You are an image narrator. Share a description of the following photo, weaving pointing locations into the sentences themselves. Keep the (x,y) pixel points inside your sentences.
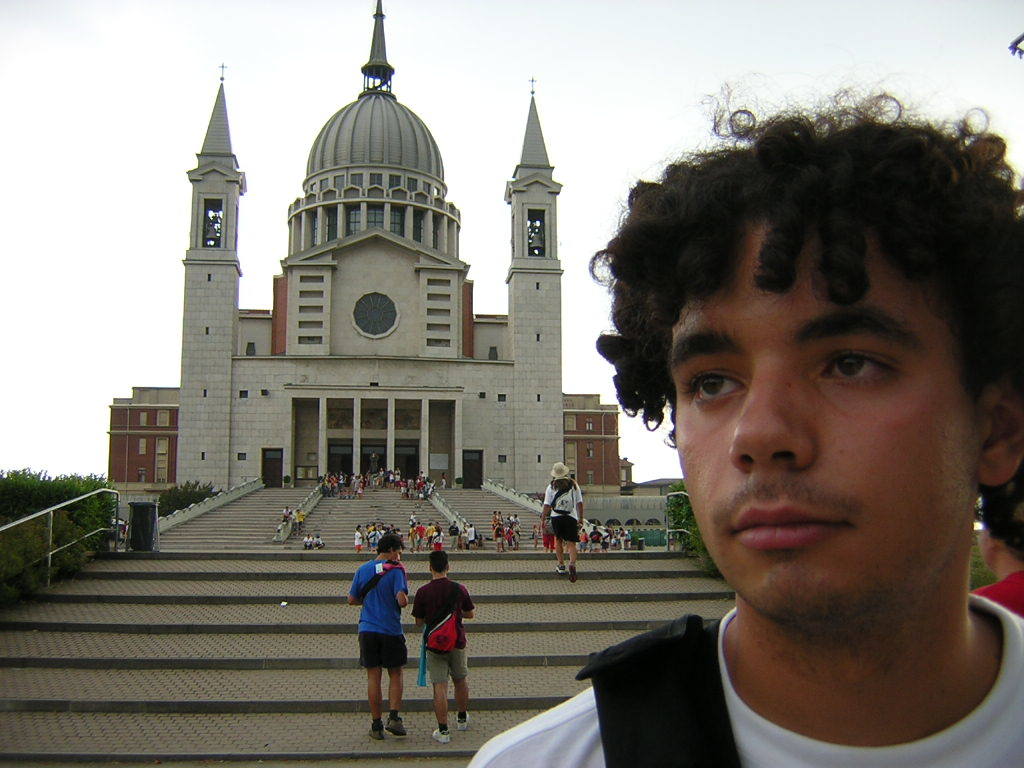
In this image we can see a man (933,268) on the right side of the image (936,280) and there are some people (392,693) and we can see a church (554,213) in the background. There are some plants (25,498) and we can see the sky (89,120).
